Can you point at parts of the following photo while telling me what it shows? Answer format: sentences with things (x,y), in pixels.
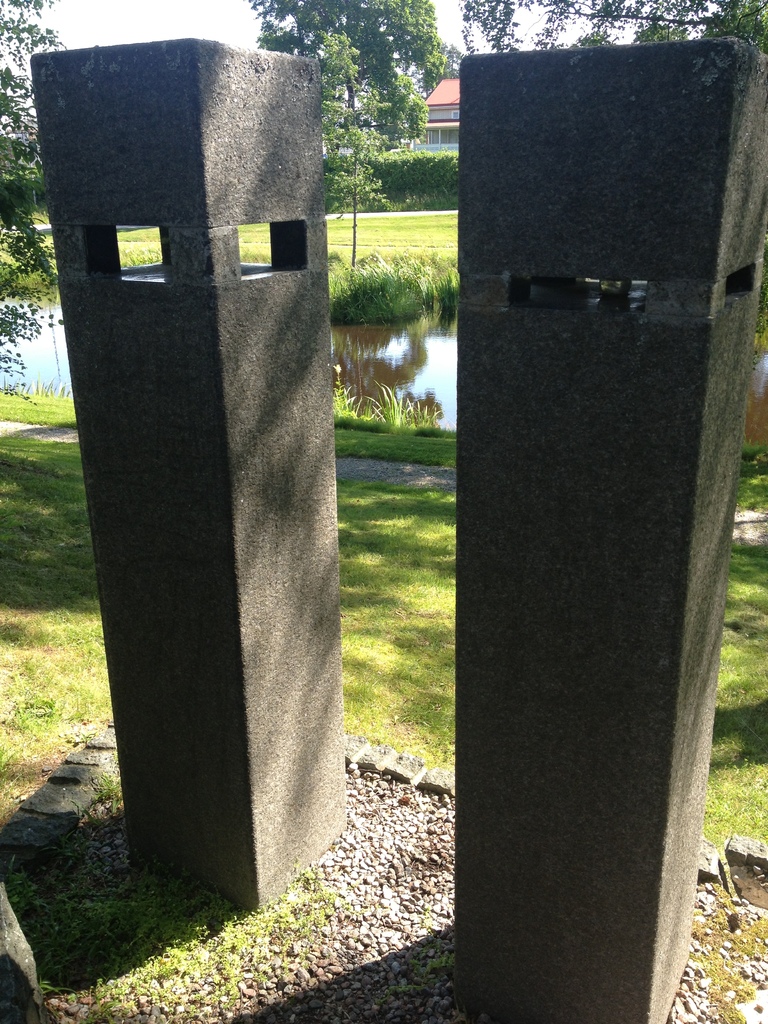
In the picture I can see stone objects (286,660) on the ground (354,504). In the background (354,378) I can see the water (374,363), the grass (356,397), trees (405,124), a house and the sky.
